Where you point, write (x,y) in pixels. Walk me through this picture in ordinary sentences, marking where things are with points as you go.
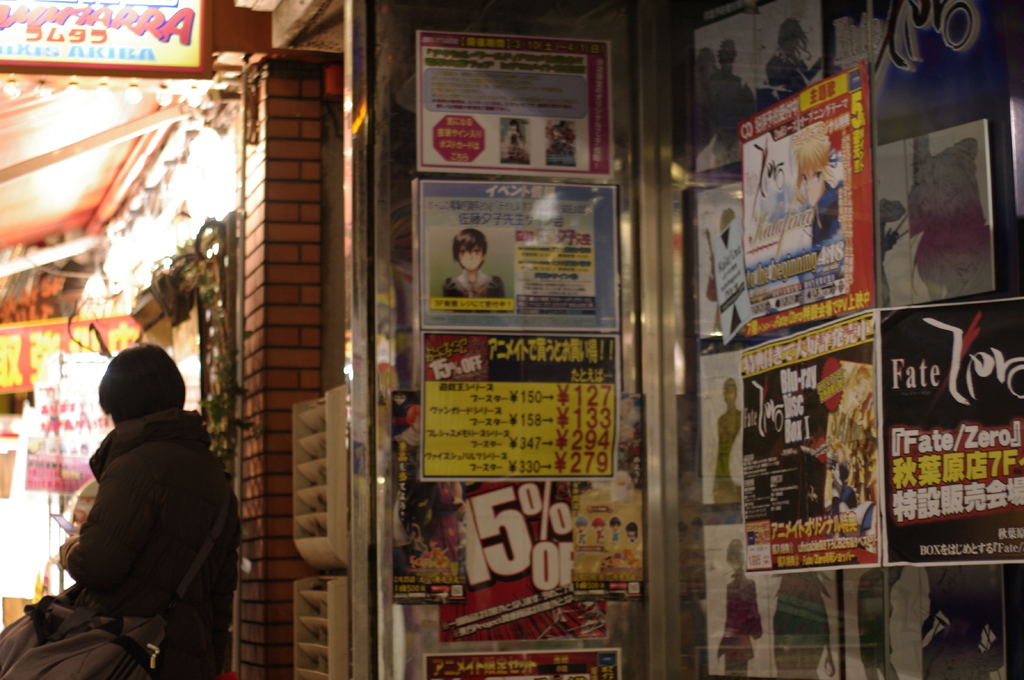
In this image we can see advertisements (574,108) attached to the wall (690,430), person (159,379) standing on the floor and shed (179,206).
